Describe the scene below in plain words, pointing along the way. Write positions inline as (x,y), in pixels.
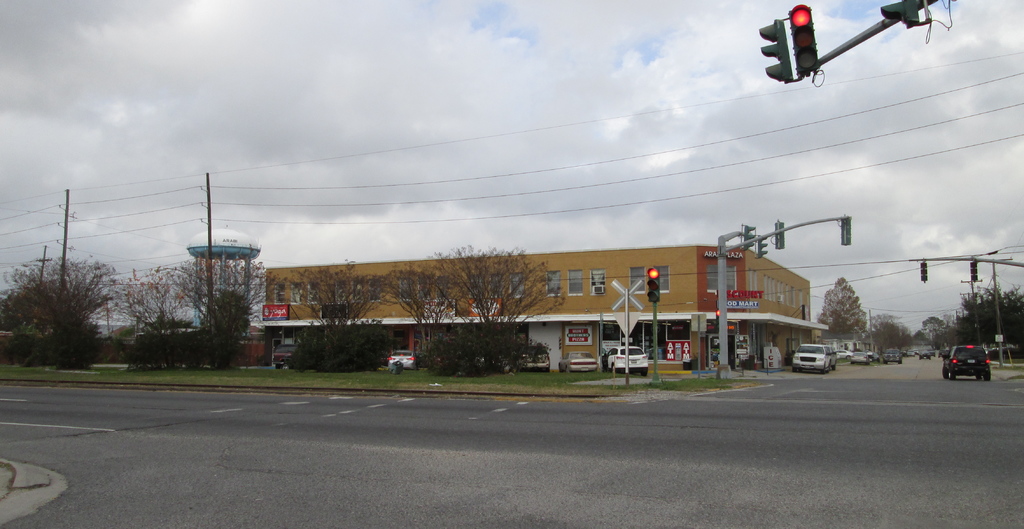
In this image I can see a road (849,418) in the front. There is a traffic signal (800,23) on the right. There are electric poles (210,232), wires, trees (58,273), vehicles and buildings (636,277) at the back (748,275). There are clouds (508,109) in the sky (440,149).
